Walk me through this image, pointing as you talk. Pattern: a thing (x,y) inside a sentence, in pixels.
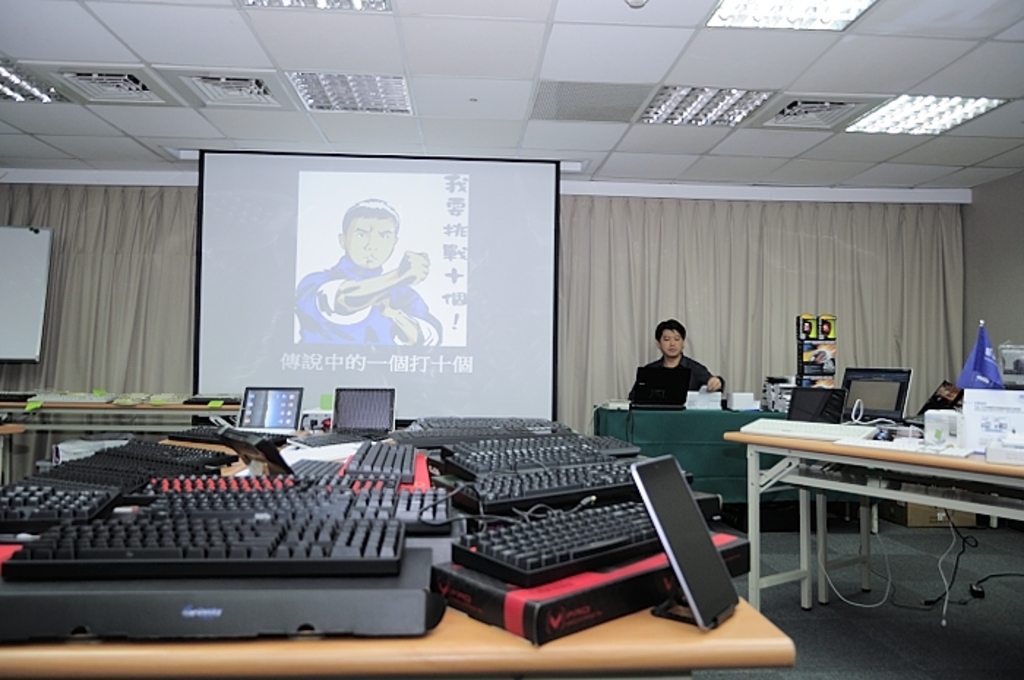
This is an inside view. In this room (323,584) I can see few tables (865,457) on which keyboards (471,480) and boxes (976,430) are placed. In the background (478,316) there is a screen (432,333). At the back of it I can see a white color curtain (660,291). Beside this screen (546,397) there is a person (689,379) is sitting in front of the table (690,422) which is covered with a cloth (686,436). On the top of the image (779,6) I can see the lights (910,125).
